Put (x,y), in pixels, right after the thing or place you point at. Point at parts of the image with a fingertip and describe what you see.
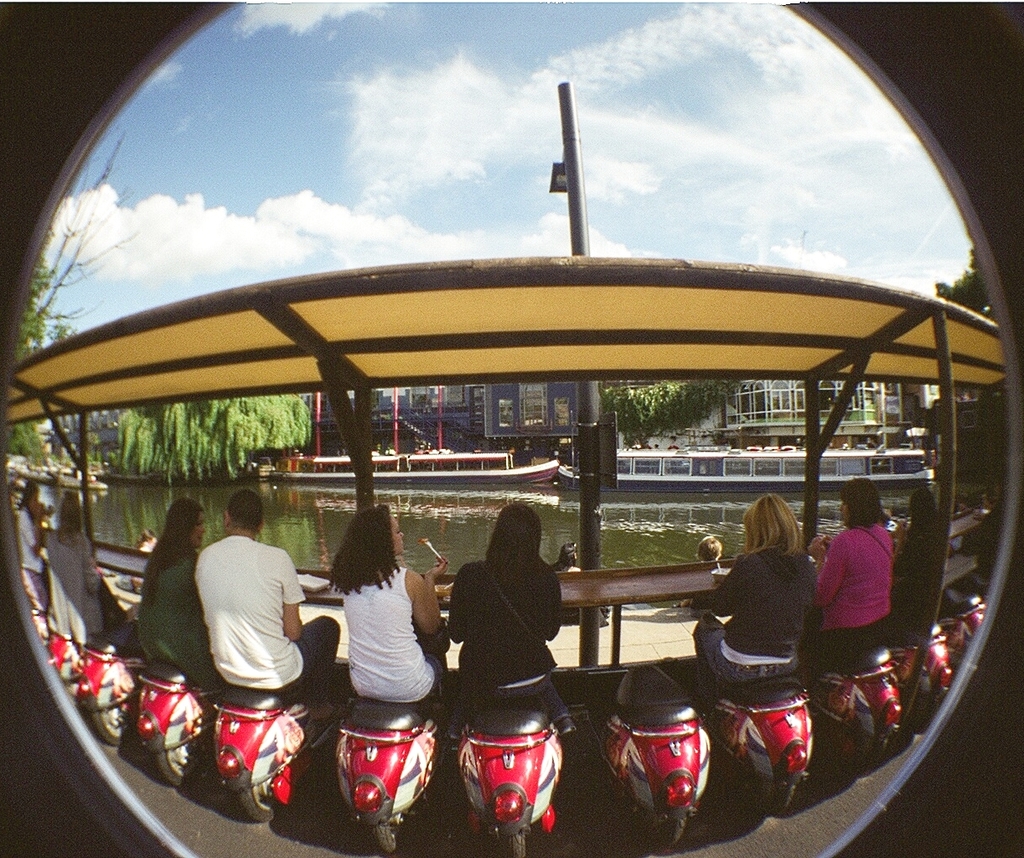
In this image we can see a group of people (838,583) sitting on motorcycles (951,642) parked under a shed (716,330). In the background (755,479), we can see two boats (727,476) in water (656,496), a group of trees (618,431), buildings (550,405), pole (581,209) and the cloudy sky (448,160).
